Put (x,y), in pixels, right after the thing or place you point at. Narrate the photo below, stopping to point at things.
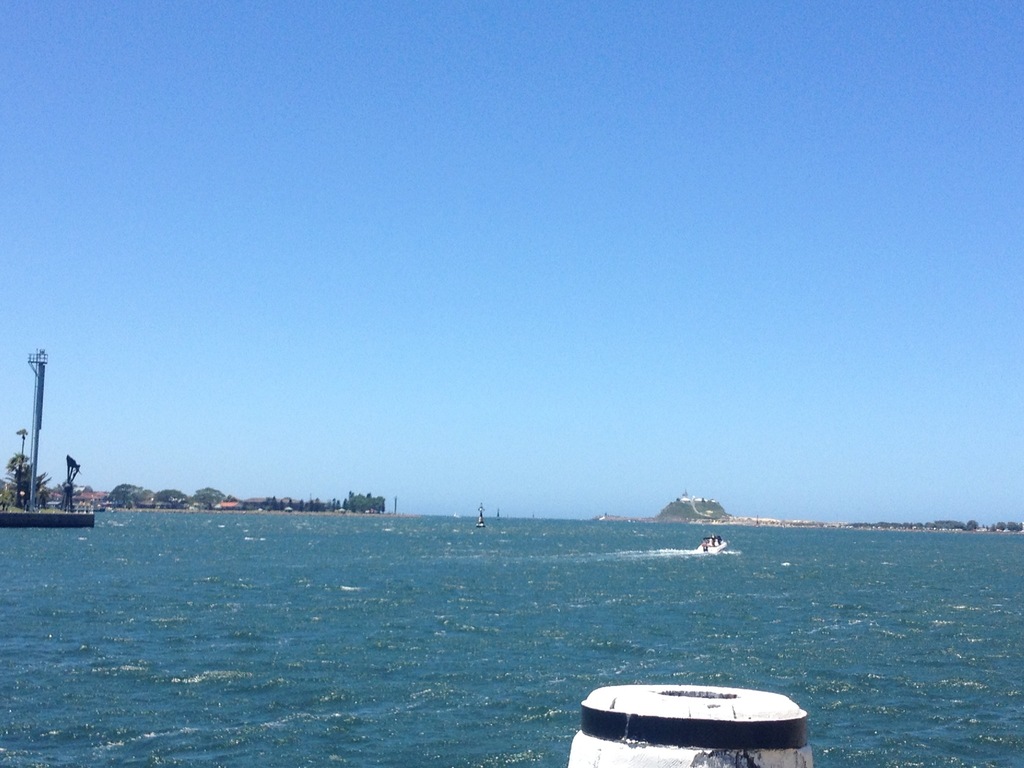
In this picture we can observe a boat (716,547) floating on the water (577,559). There are some trees (14,476) and a pole (38,445) on the left side (39,399). We can observe an ocean (378,640). In the background (543,277) there is a sky (556,160).
